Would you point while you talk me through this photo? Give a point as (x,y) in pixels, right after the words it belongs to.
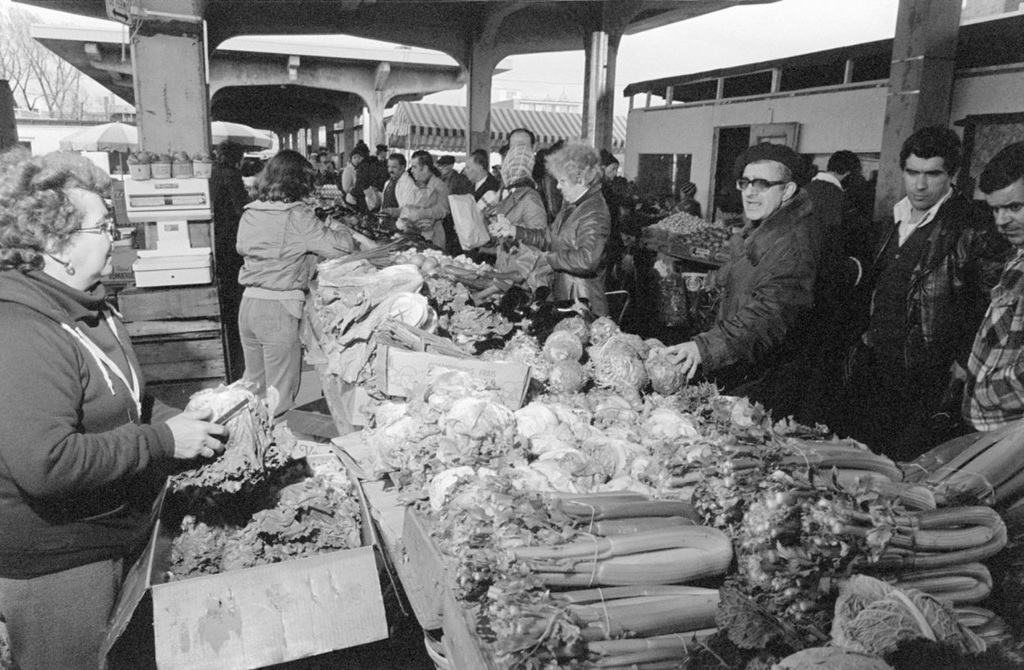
In this picture I can see group of people (736,385) standing in front of a table (613,483). On the table (567,479) I can see vegetables (544,484) and other objects (462,353). In the background (630,71) I can see the sky (566,82), buildings (387,86) and pillars (590,92). This picture is black and white in color. On the left side (40,89) I can see trees (39,81).
